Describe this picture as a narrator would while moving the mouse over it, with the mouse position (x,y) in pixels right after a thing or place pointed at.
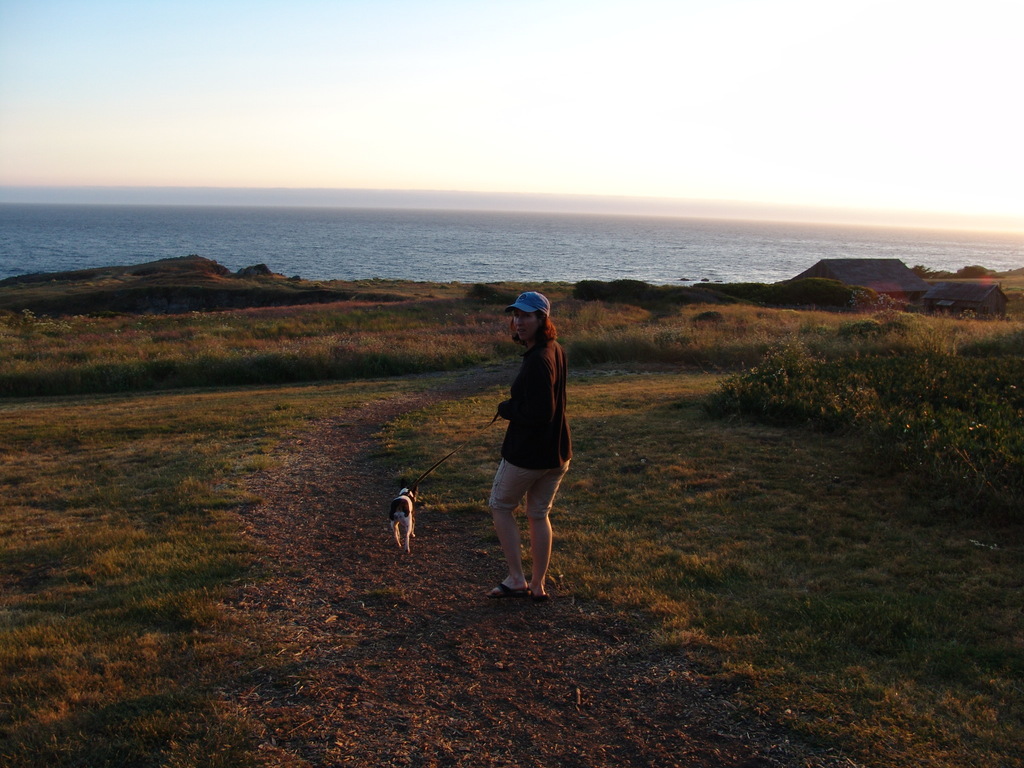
In this image I can see the grass (768,498). I can see a person (540,453) and a dog (403,527). In the background (446,234), I can see the water (462,230) and the sky (343,106).
